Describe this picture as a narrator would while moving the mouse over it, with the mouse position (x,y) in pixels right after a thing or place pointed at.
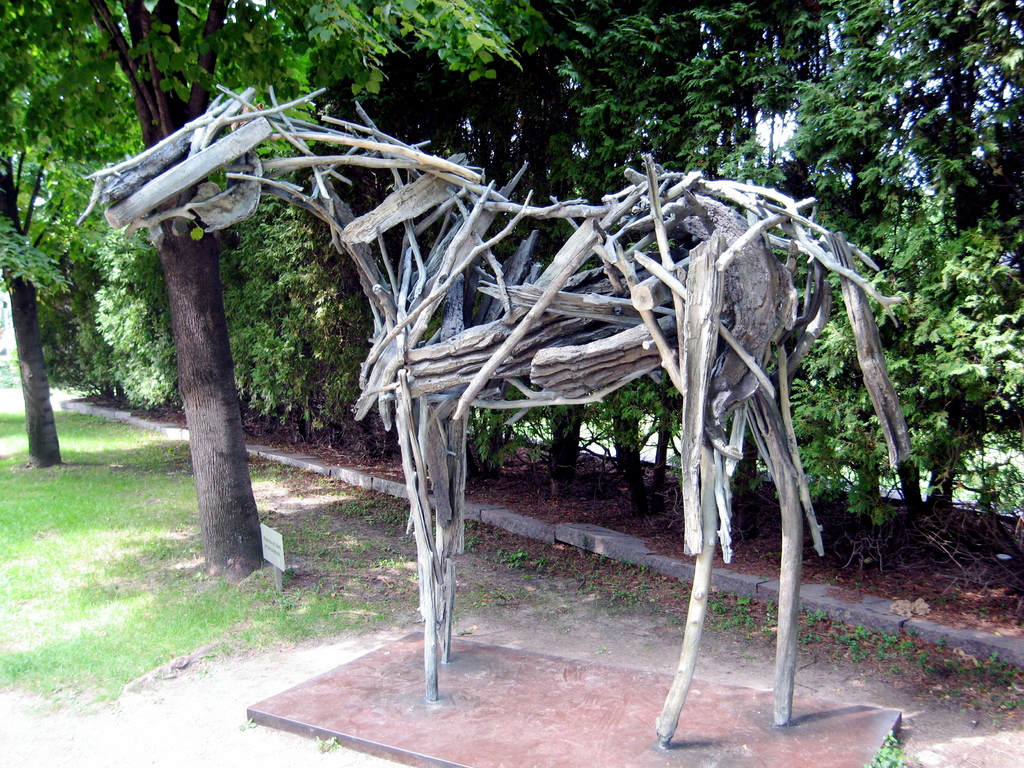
In this image I can see an animal structure (473,280) which is made up of wooden sticks (510,278). In the background (528,101) I can see many trees (516,231) and I can also see the board (268,533).
